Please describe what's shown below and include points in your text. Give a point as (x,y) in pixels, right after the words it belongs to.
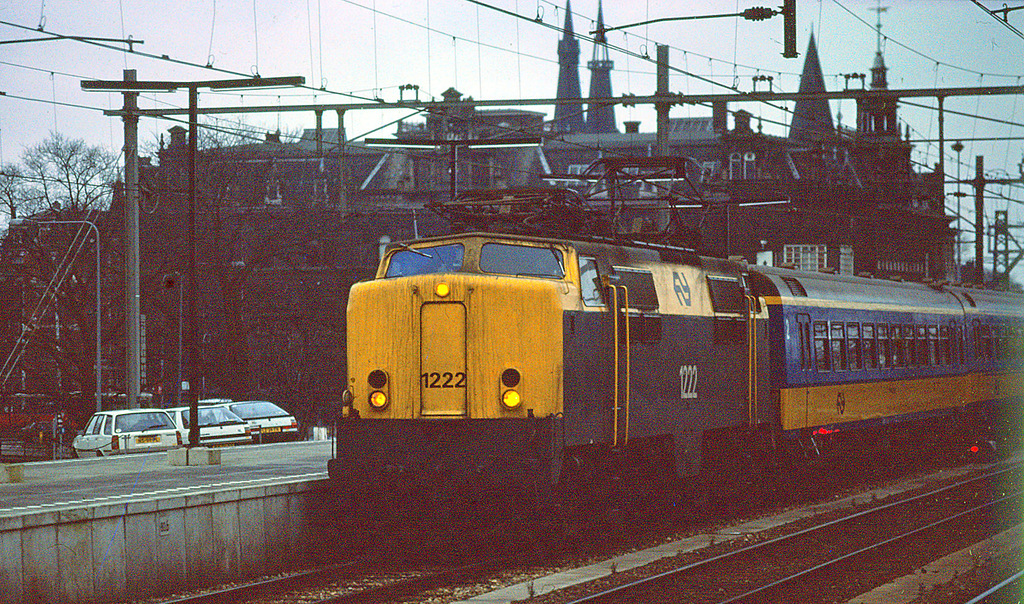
In the center of the image (595,374) we can see a train engine (693,400) with wagons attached to it. On the left side of the image (270,425) we can see a group of cars (234,429) parked on the road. In the background (306,359), we can see a group of poles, lights (377,142), building (509,166) and the sky (251,60).
